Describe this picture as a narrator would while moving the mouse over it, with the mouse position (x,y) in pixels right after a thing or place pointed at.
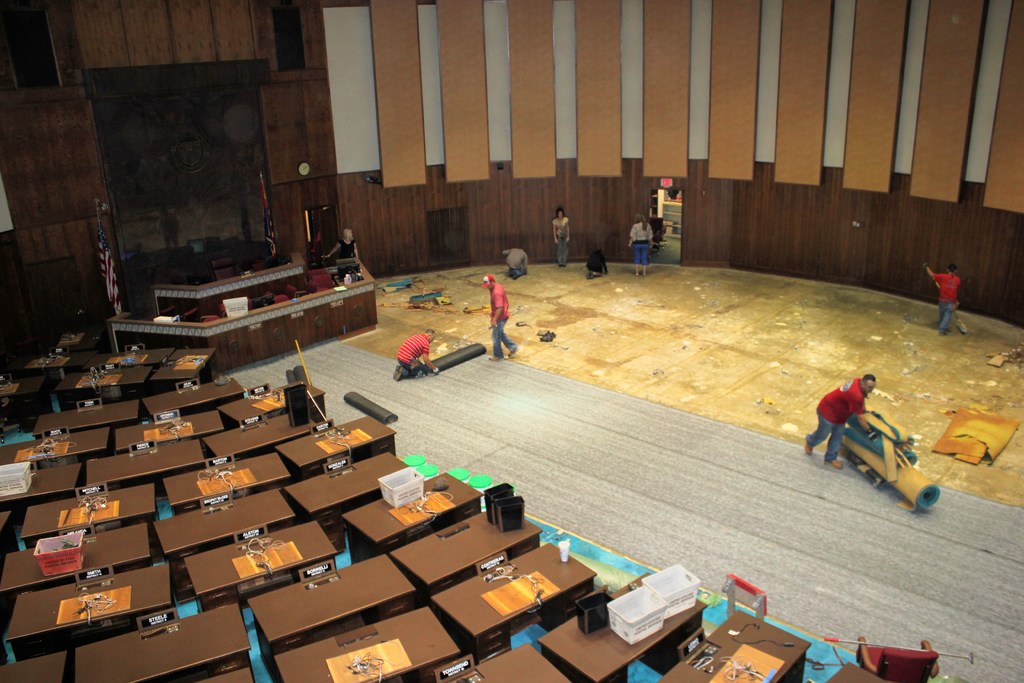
In this picture I can see the auditorium (519,342). I can see a number of benches (371,576). I can see tables (205,349). I can see sitting chairs (220,309). I can see a few people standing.
